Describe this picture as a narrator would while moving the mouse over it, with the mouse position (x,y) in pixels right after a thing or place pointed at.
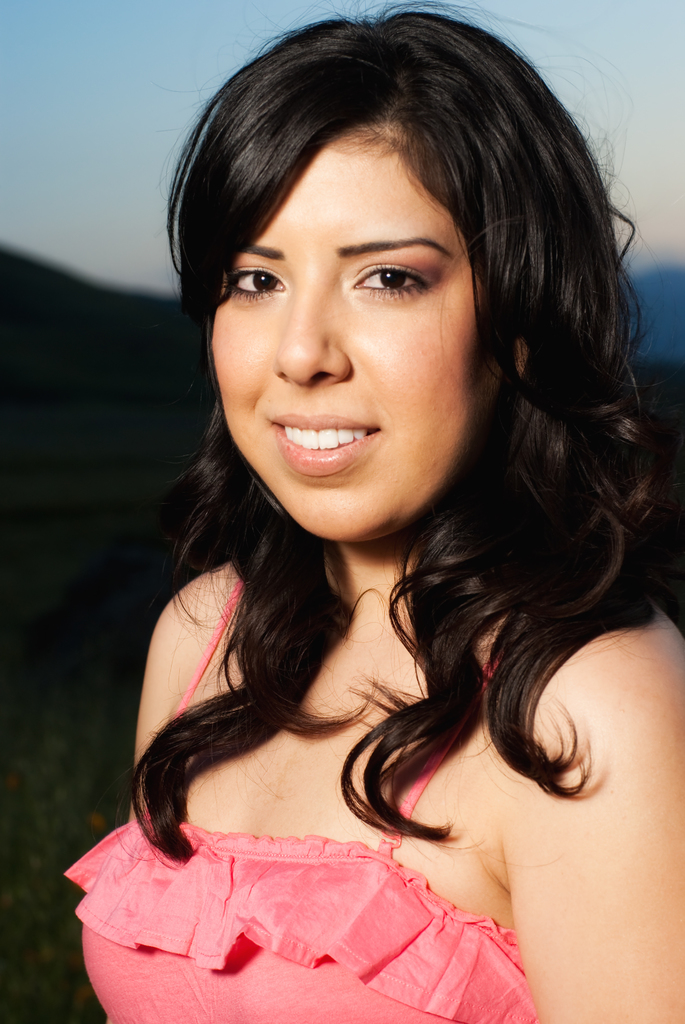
In this picture I can observe a woman (275,884). She is wearing pink color dress (272,876). This woman (280,508) is smiling. The background (121,422) is blurred.
